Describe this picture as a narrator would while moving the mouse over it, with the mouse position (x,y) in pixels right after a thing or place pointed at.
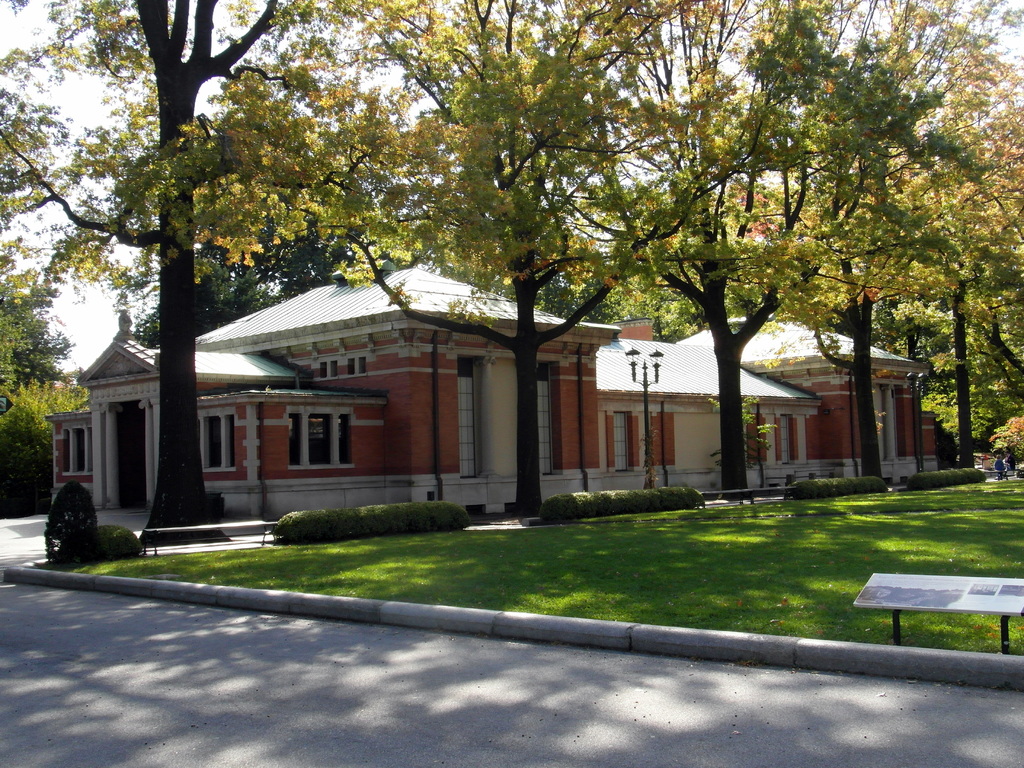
In this image, we can see the road (835,760), grass (1018,485), plants (980,450), trees (1017,340), house (551,412), walls (422,436), windows (343,462), pillars (801,456), pipes (433,467), and bench (214,526). Background there is the sky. On the right side of the image (911,600), we can see some board (928,603), rods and few people (1008,456).
